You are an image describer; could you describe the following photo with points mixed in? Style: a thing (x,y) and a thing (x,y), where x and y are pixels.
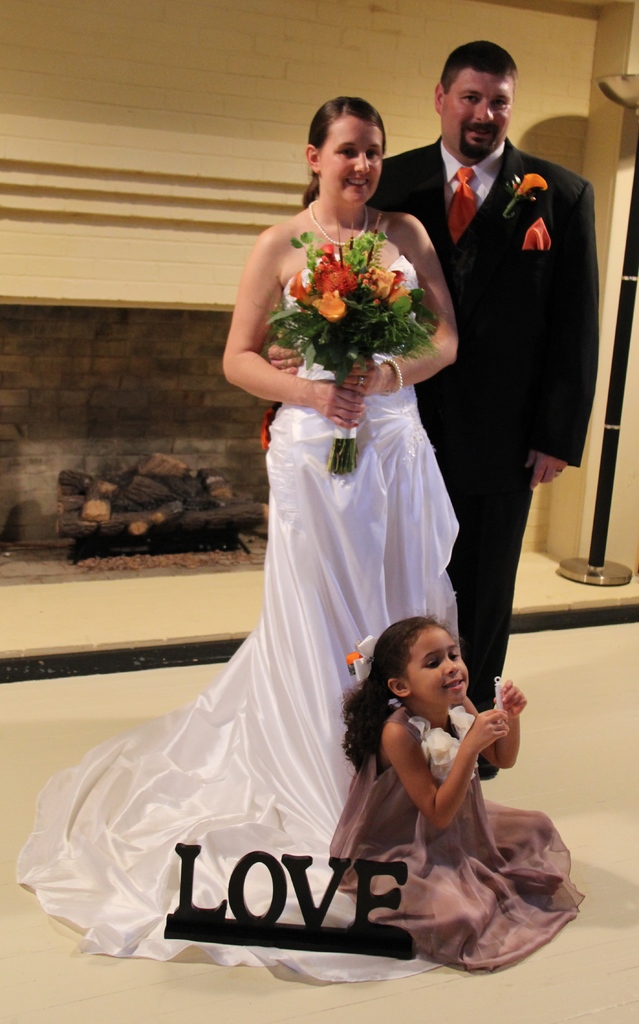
Here in this picture we can see a couple (474,336) standing on a floor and the person (532,236) on the right side (501,223) is in black colored suit (557,225) and the woman (342,399) on the left side (192,714) is in white colored dress (139,768) on her and she is holding a flower bouquet (363,282) in her hand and in front of them we can see a child (424,728) sitting on the floor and behind them we can see a fireplace (234,462) present and on the right side (626,90) we can see a lamp post (597,575) present over there.
